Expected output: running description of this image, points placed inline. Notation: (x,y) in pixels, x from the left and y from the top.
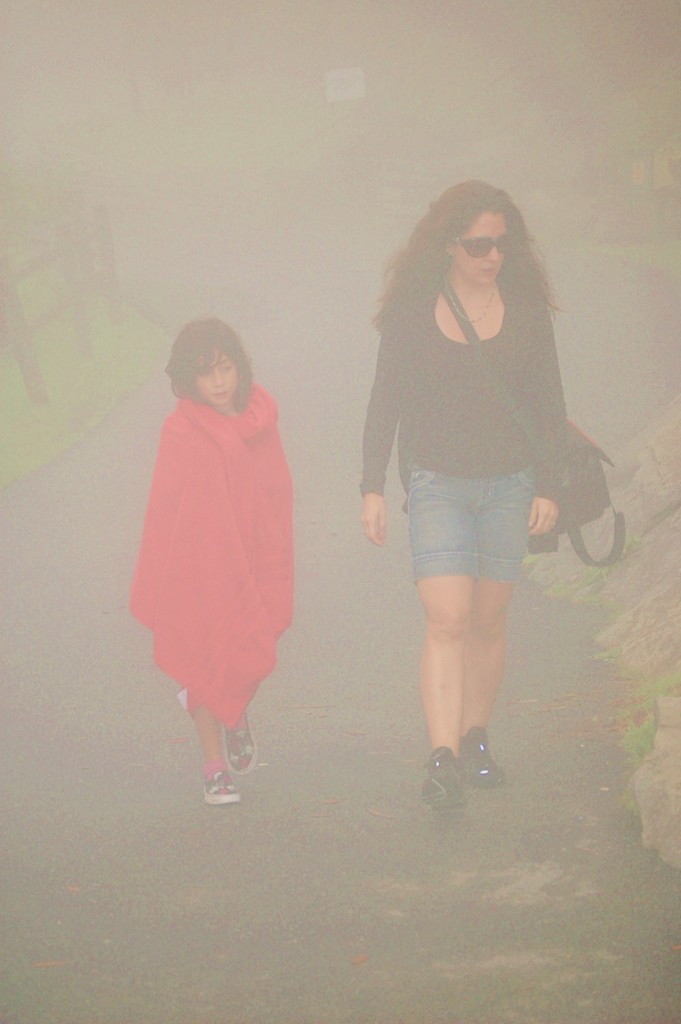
In this image in the center (381,409) there are persons (221,514) walking in the background (347,136) is foggy. On the left side (41,315) there is grass (54,388) on the ground (61,340) and there is a fence (72,300).
